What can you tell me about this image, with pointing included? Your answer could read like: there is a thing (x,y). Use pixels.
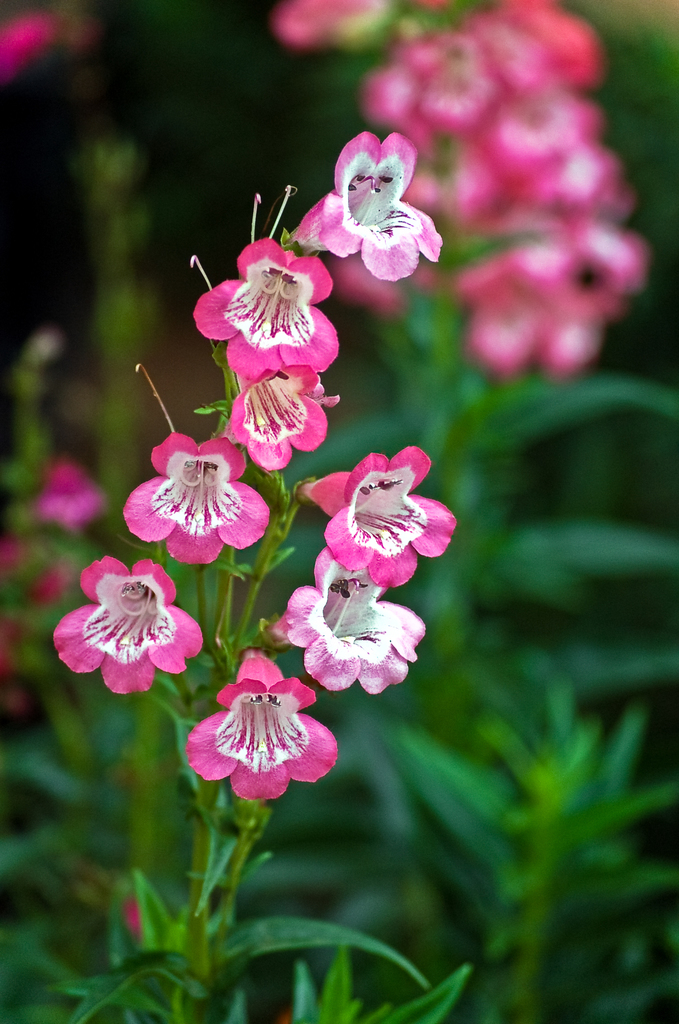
In this image we can see flowers (348,479), plants (258,579), and the background (533,500) is blurred.
